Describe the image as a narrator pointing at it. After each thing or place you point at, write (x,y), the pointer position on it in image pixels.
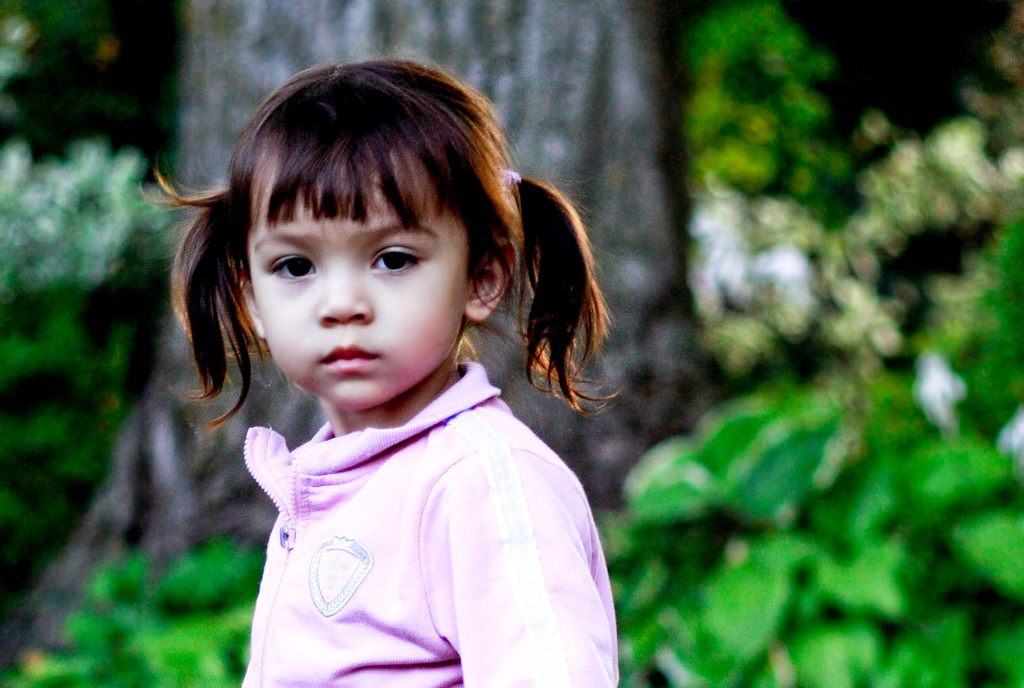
In this image there is a girl (441,453) in the middle (378,357). In the background (447,53) there is a big tree (492,50). At the bottom (778,517) there are green leaves (854,531).
